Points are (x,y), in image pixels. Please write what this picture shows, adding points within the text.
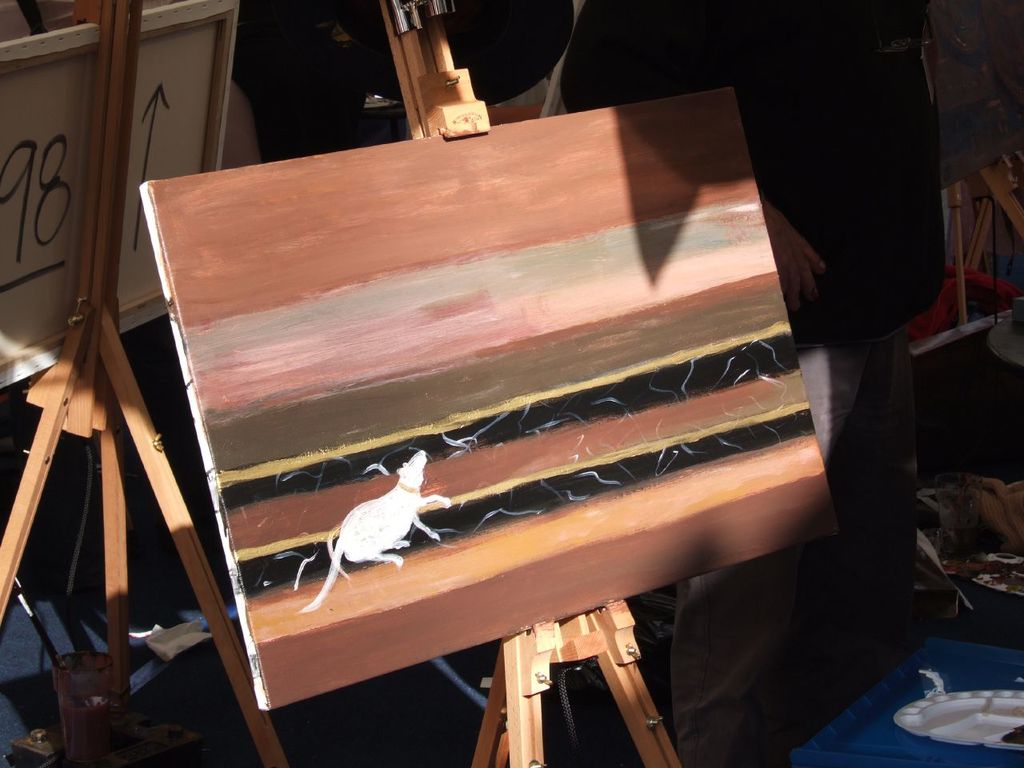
In the picture I can see a painting board (359,533) kept on the stand (522,747). Here we can see the painting plate (923,713) on the right side of the image (993,697) and we can see a few more painting boards (60,186) kept to the stands (102,152) in the background (6,371).
